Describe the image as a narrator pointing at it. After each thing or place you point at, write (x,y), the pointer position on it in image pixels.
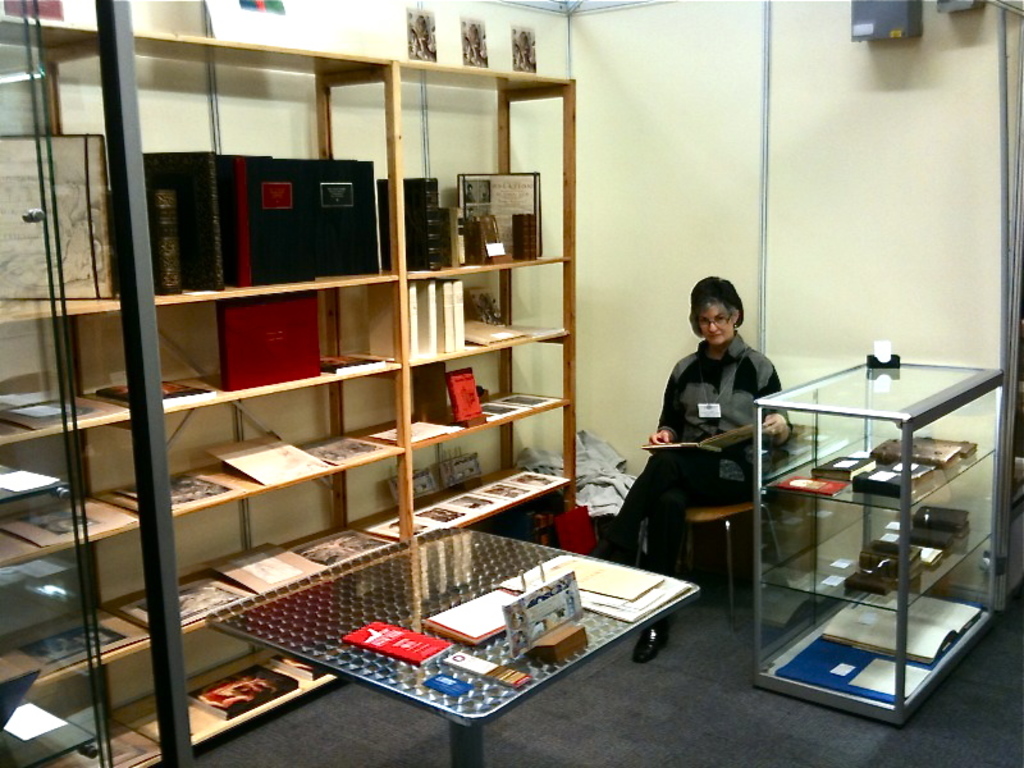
In this image we can see a woman (665,488) sitting on the chair (706,510) and holding a book (715,435) in her hands (767,426). In addition to this we can see objects (361,202) arranged in the cupboards (327,149), table (431,578) and walls (432,151).
